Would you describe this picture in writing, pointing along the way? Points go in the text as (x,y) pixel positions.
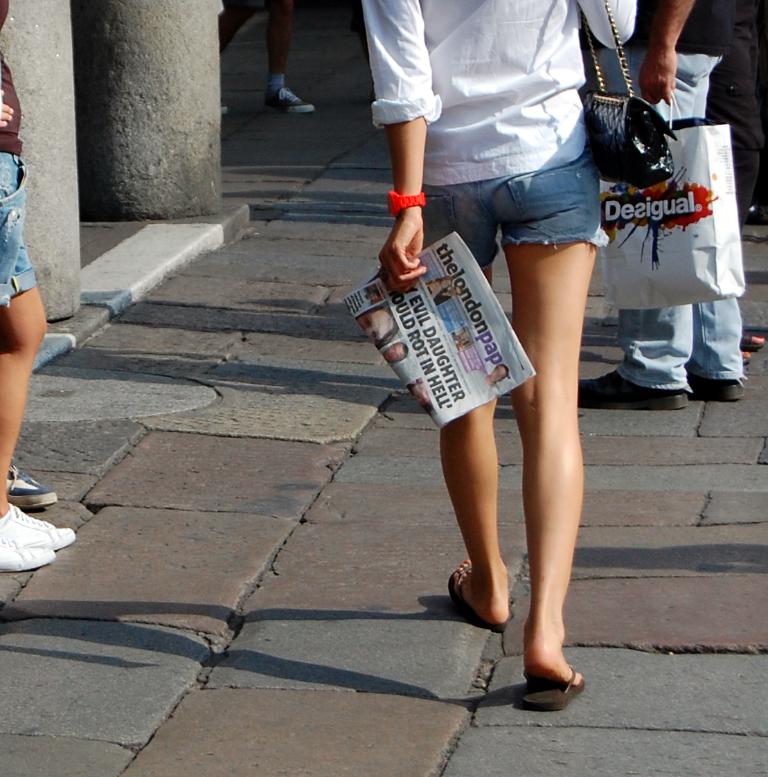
In this image I can see a few persons (544,328) on the road (449,623), paper (449,305), bag (688,268) and pillars (85,146). This image is taken may be during a day.
